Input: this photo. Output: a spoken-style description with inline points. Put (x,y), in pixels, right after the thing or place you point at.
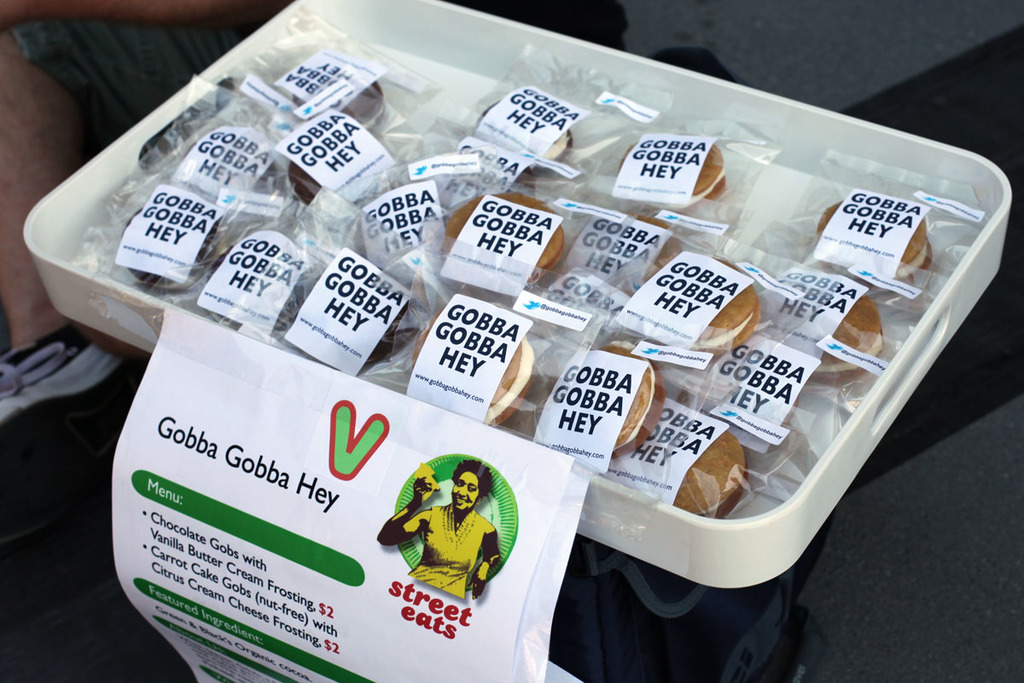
These are the gobs (591,209) in a white color tray (950,325).
